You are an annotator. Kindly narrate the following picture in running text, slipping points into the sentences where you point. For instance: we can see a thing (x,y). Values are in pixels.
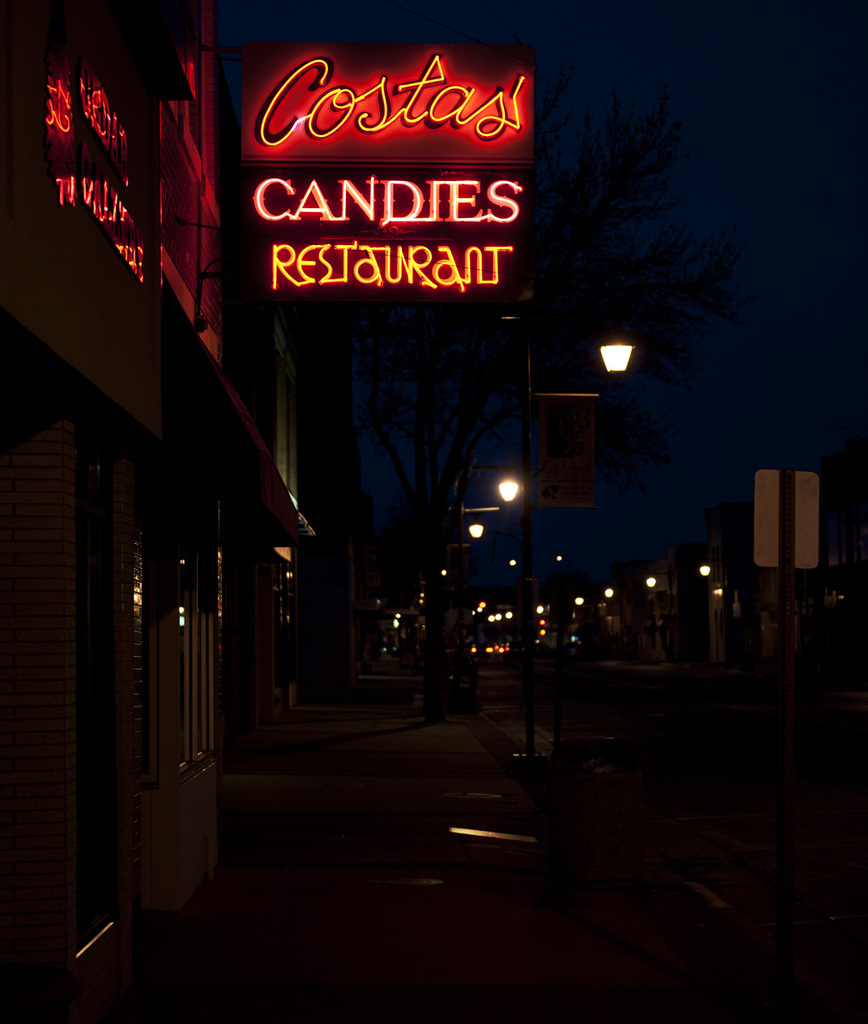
The picture is taken at the night time on a street (547,651). On the left side (115,296) there are buildings (190,361). In the center of the picture (498,663) there are street lights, road (670,808), footpath (386,754) and hoarding (438,280). On the right (739,596) there are street light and buildings (699,544).
